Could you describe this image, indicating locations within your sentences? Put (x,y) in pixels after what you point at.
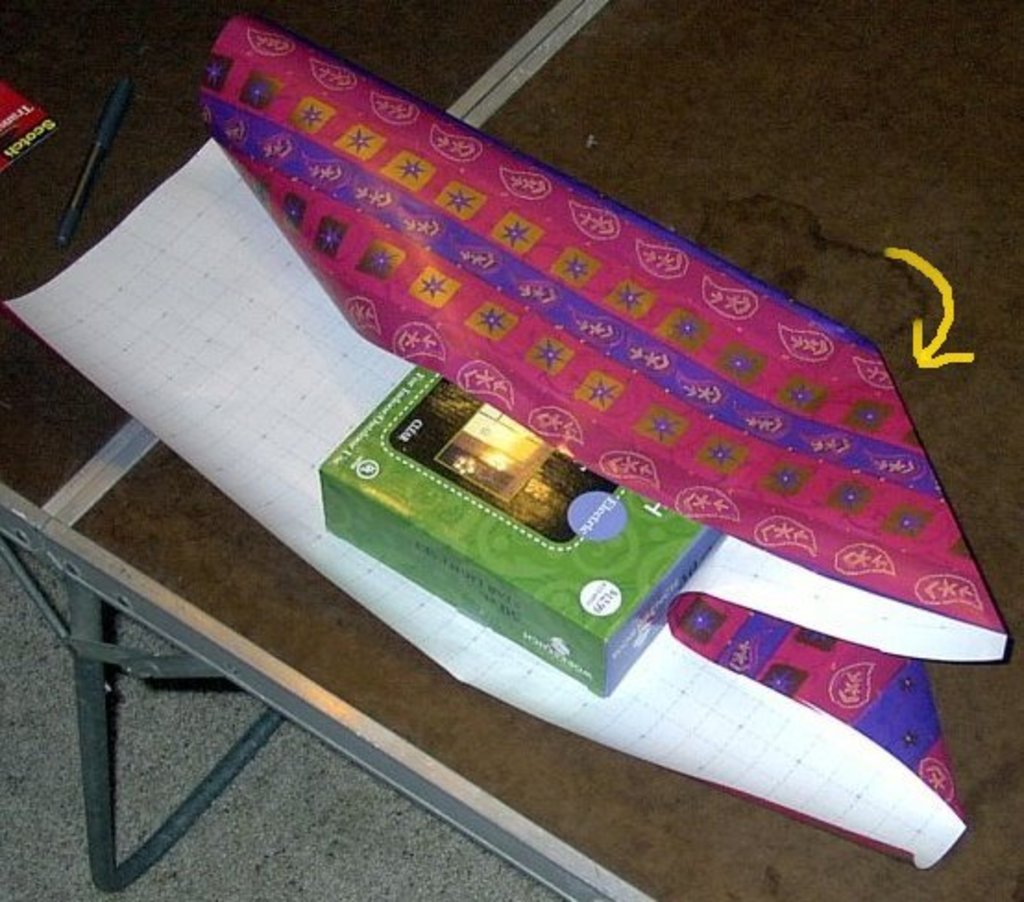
In this image there is one table (958,265) on the table (1010,240) there is one wrapping paper (341,335), box (637,576), tape (15,120), pen (86,176). And at the bottom (203,762) there is floor (212,846).
